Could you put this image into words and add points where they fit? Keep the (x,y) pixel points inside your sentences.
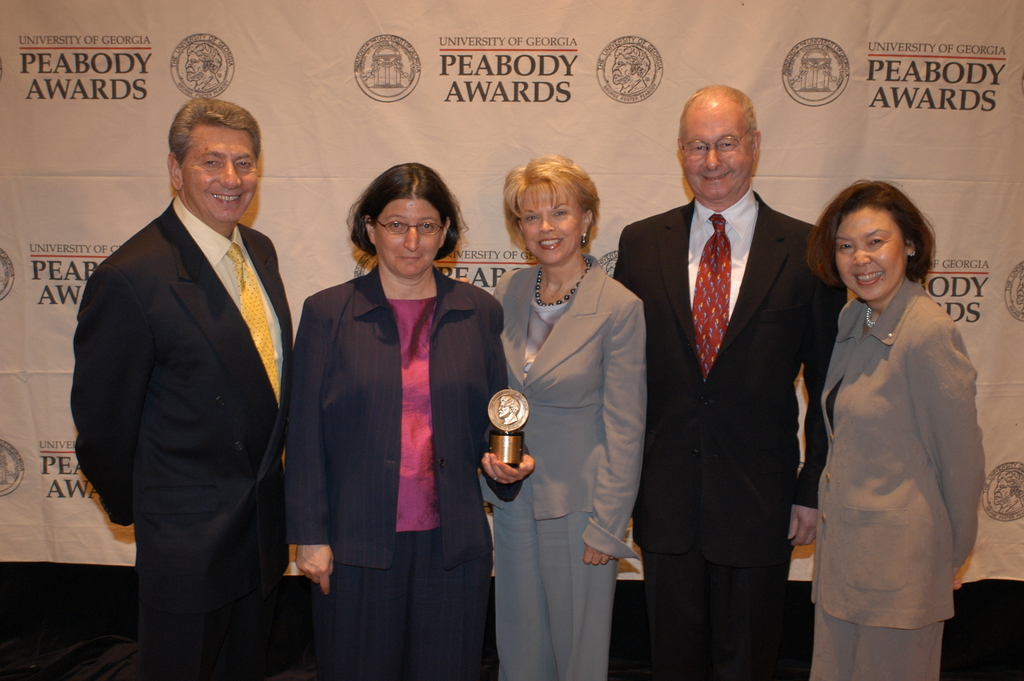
In this picture, we can see a group of people (450,423) standing on the floor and a woman (448,586) is holding a trophy (495,432) and behind the people (232,411) there is a banner (598,115).
